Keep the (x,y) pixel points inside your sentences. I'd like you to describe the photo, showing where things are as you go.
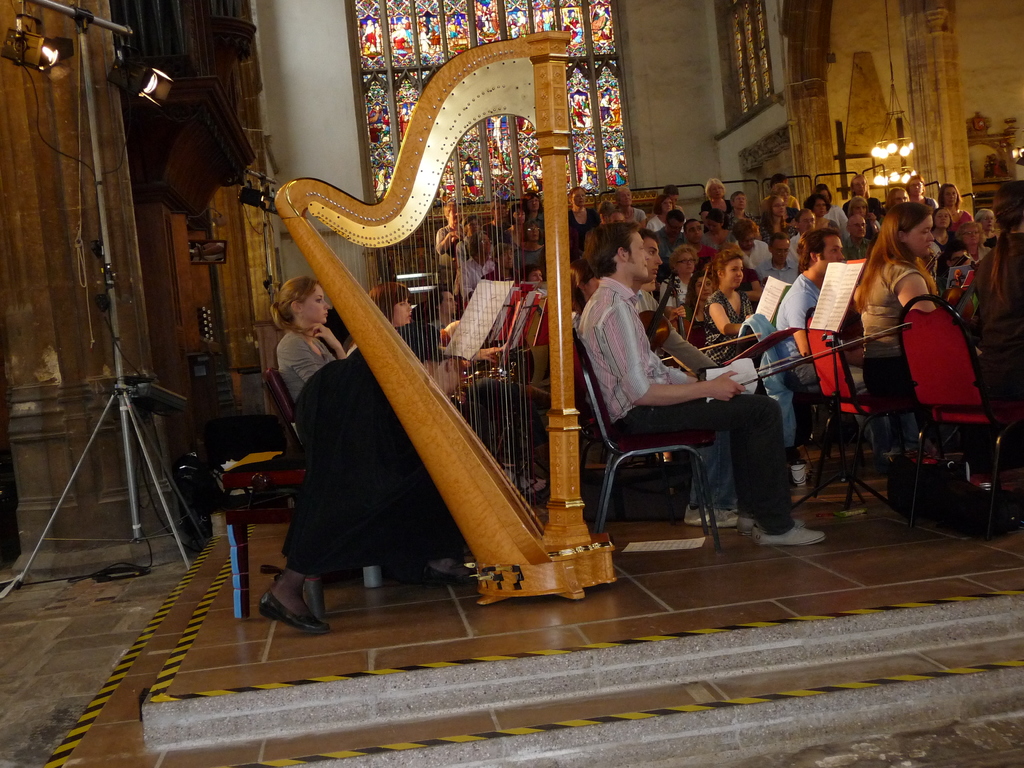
In the foreground of the picture (584,680) it is staircase (462,667). In the center of the picture (497,313) there are people (686,344), chairs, notes (502,294), lights (248,196), stands (853,271) and musical instruments (484,73). In the background (719,74) there are lights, windows (431,30) and wall (291,89).
